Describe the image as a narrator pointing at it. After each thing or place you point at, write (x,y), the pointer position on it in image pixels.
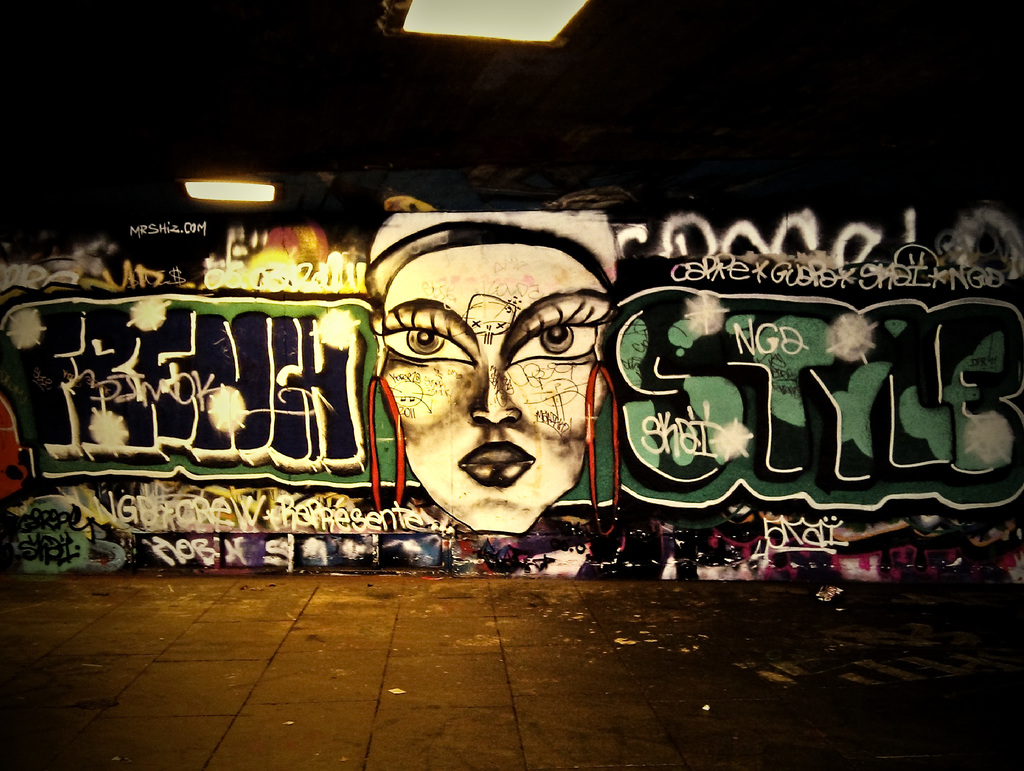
In this image we can see the road (184,733), graffiti (422,551) on the wall (376,304), ceiling lights (555,13) and this part of the image is dark.
